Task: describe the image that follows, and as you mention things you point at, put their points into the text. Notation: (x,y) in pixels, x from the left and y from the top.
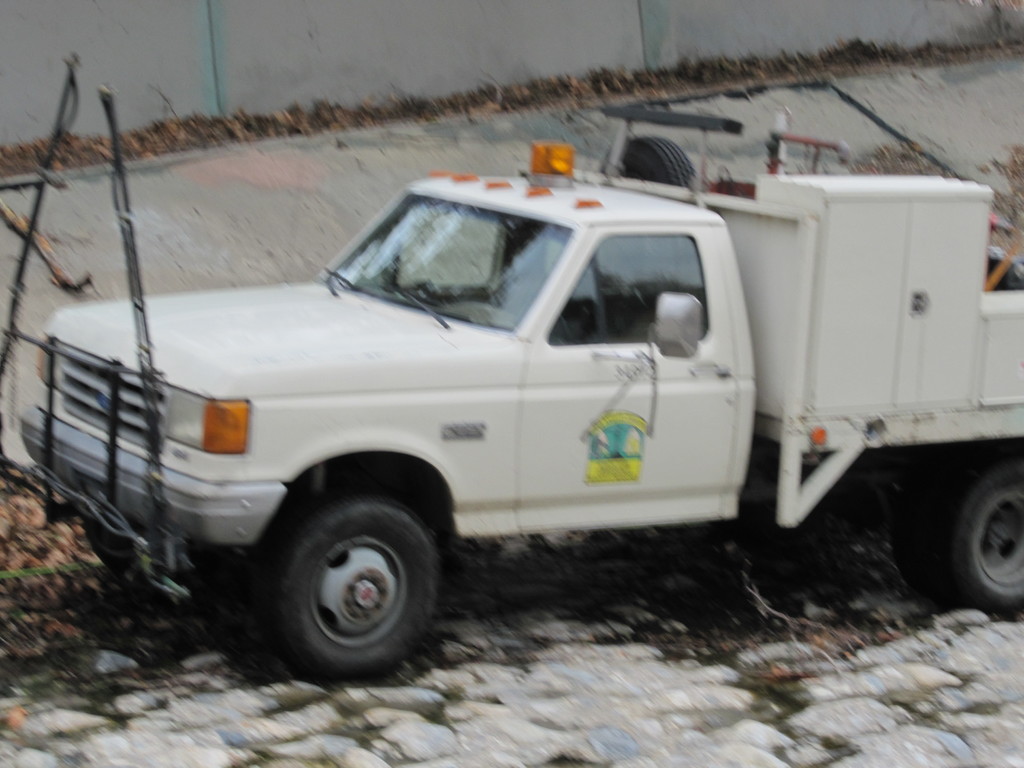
In this image, we can see a vehicle (521,471). There is a wall (472,66) at the top of the image (345,75). There is an object (132,283) on the left side of the image (91,249).
